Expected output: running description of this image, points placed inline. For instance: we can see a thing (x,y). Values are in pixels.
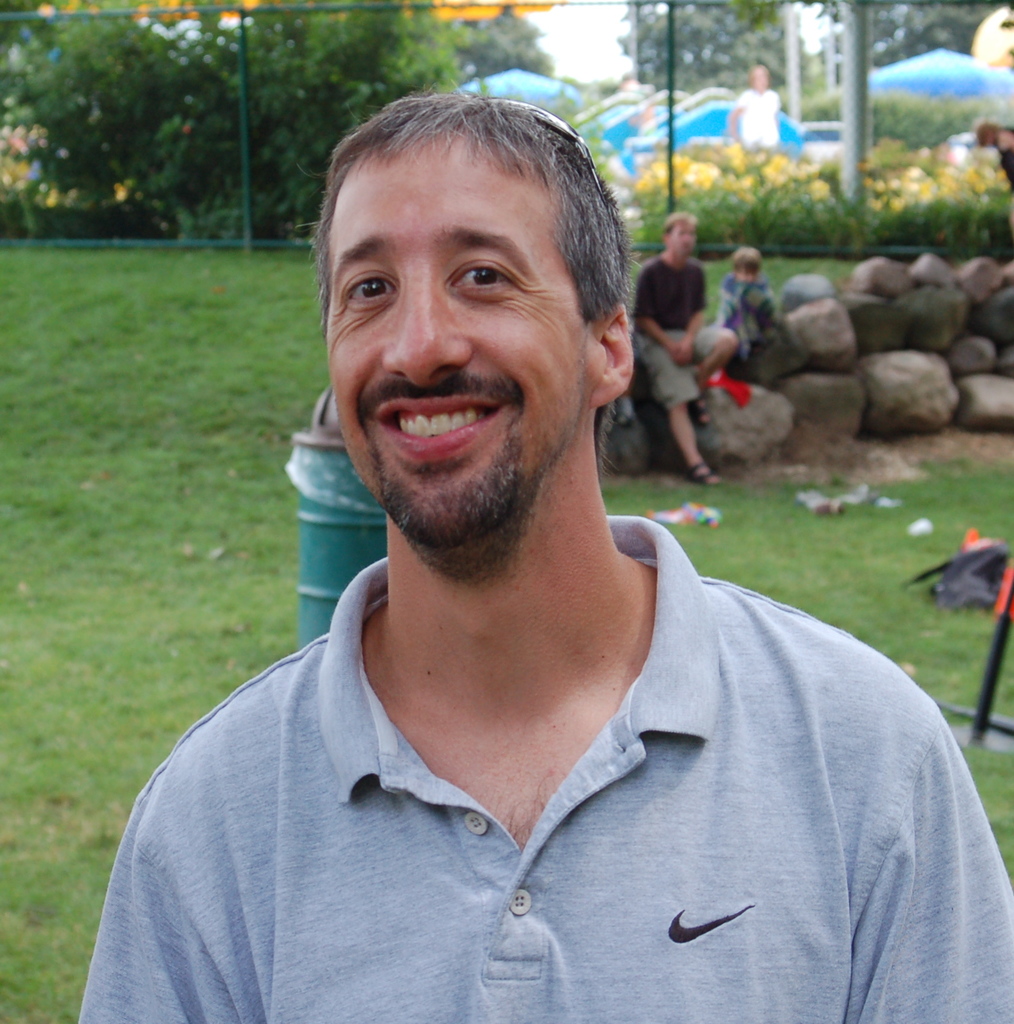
In this image we can see a few people (423,583), among them some are standing and some are sitting on the rocks (727,417), there are some trees (85,73), umbrellas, poles (794,85), plants (747,163), grass (42,464) and some other objects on the ground (795,468).
